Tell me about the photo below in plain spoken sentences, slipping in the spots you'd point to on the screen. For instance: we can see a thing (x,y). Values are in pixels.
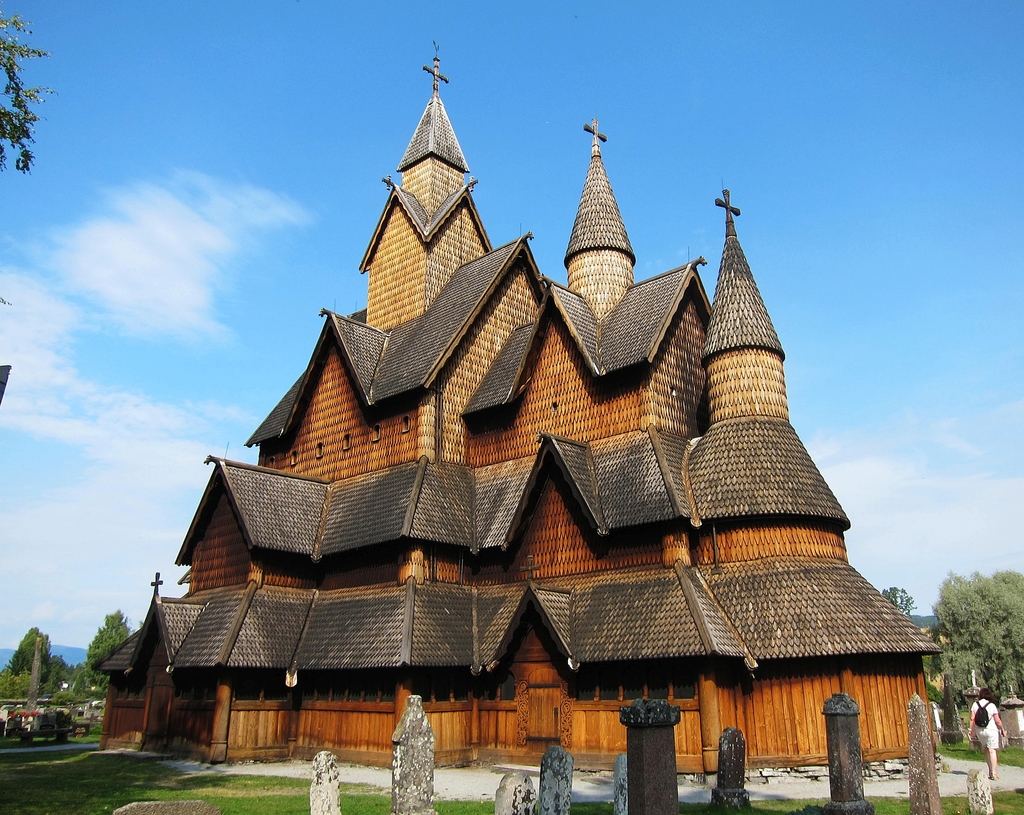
In the image we can see the cathedral (344,400) and poles (953,733). We can even see a person (989,741) walking, wearing clothes (992,727) and carrying a bag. Here we can see grass (217,777), trees (46,678) and the sky (143,338).
